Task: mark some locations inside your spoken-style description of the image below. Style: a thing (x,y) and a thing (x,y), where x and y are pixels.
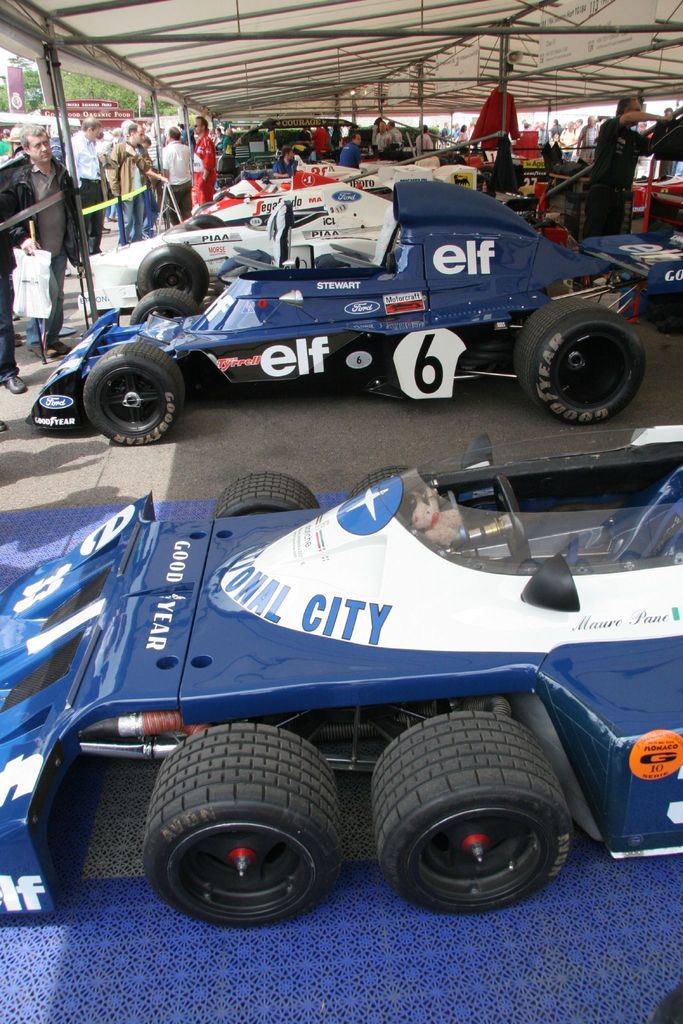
Here in this picture we can see F1 racing cars (296,216) present on the ground (13,447), under a shed (423,31) and we can also see number of people (121,182) standing all over there and in the far we can see plants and trees (69,97) present and we can also see hoardings (76,106) present.
